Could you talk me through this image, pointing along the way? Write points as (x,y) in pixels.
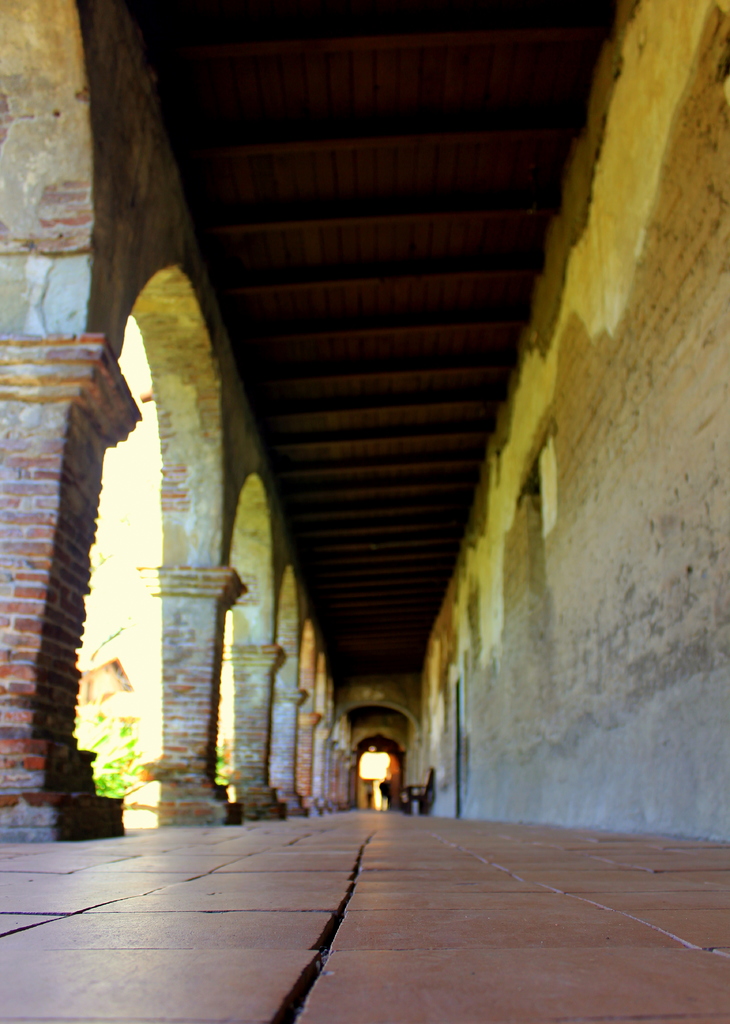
In this picture we can see a few arches (197,434) on the building (15,660). There is a chair (424,808) on the path (416,815). We can see some plants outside of the building (80,839).
